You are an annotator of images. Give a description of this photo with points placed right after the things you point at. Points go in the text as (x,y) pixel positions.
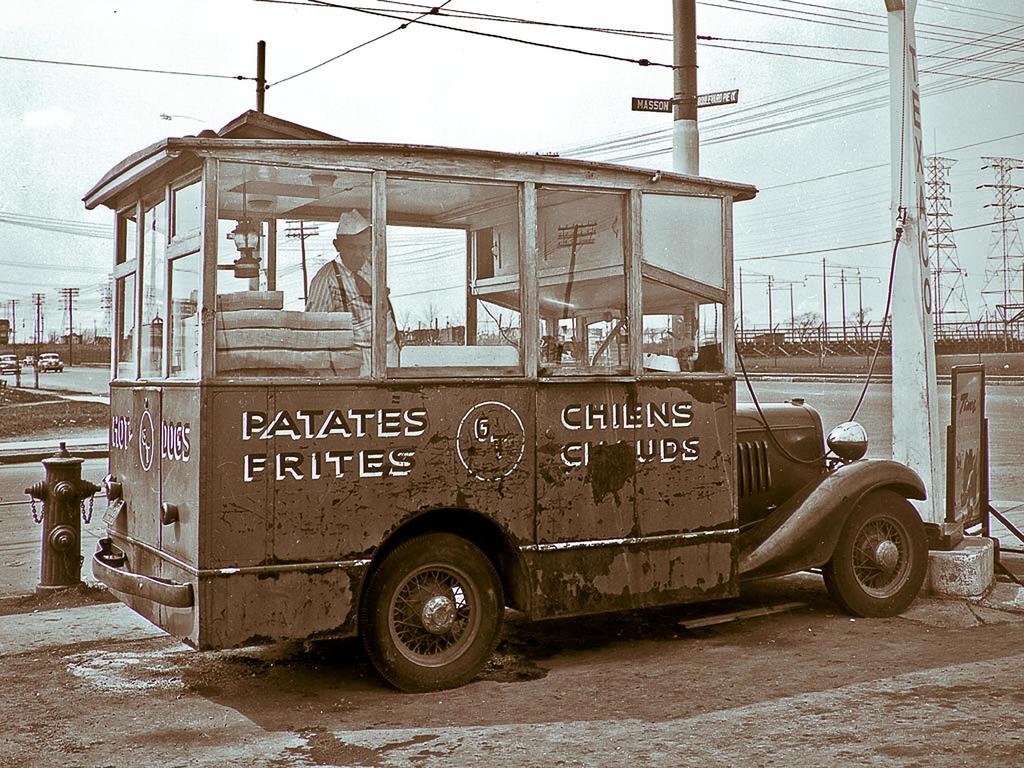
This is a black and white picture, there is a food truck (391,209) in the middle (343,295) with a man (363,369) inside it, there is a fire hydrant (63,491) beside the truck (98,553), in the back (35,327) there are electric poles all over the place.
